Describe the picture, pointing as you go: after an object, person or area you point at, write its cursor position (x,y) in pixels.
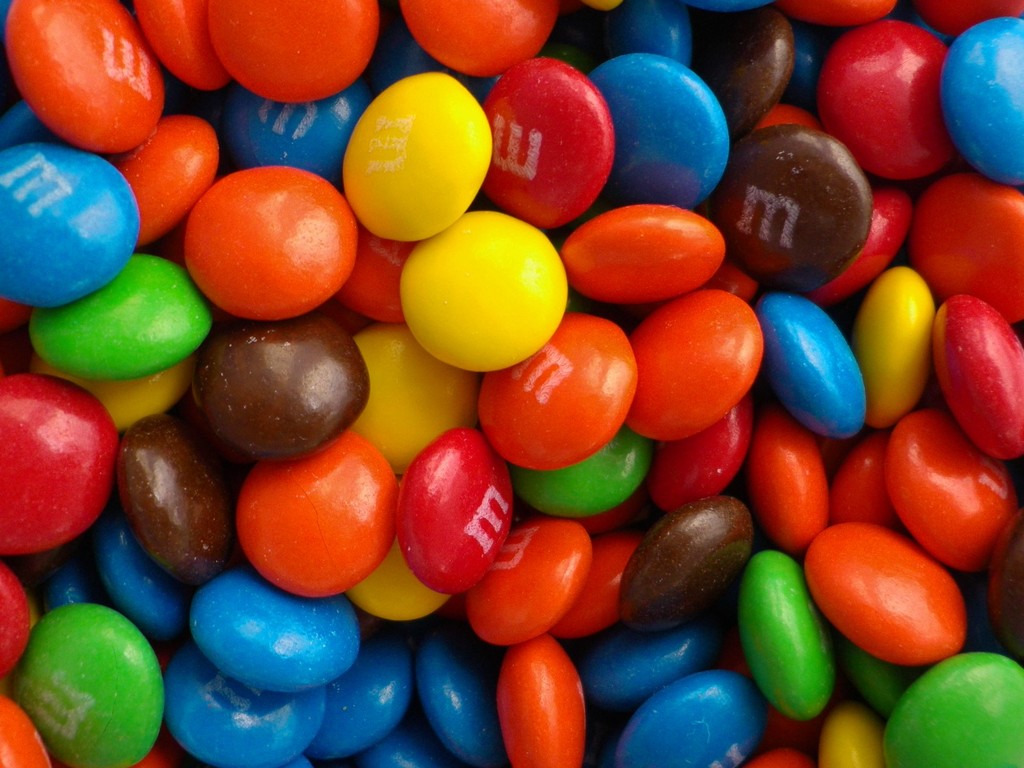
In this image I can see chocolates (341,569).
